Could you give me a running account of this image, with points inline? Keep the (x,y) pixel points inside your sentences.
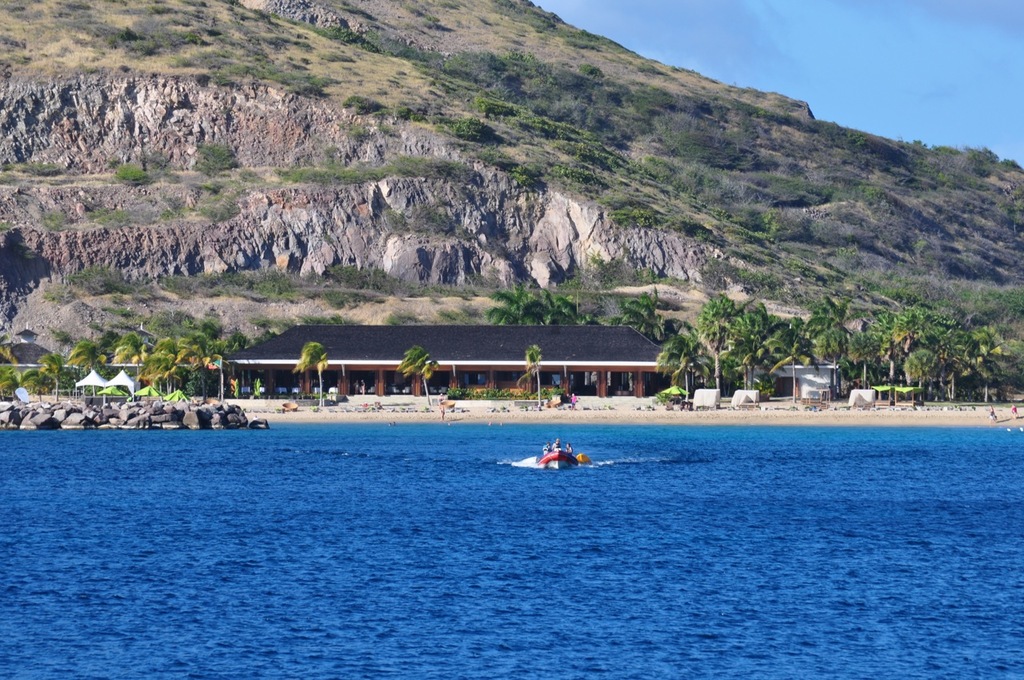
At the bottom (306,563) there is an ocean (543,570) and I can see a boat (557,462) on the water (429,479). In the middle of the image (409,342) there is a shed (366,360) and many trees (717,356). On the left side (80,418) there are few rocks (156,416) and few tents (94,385). It seems to be a beach (272,414). At the top of the image (177,206) there is a hill (192,214) on which there are many plants (603,131) and trees (704,144). At the top of the image (916,51) I can see the sky (810,33).
